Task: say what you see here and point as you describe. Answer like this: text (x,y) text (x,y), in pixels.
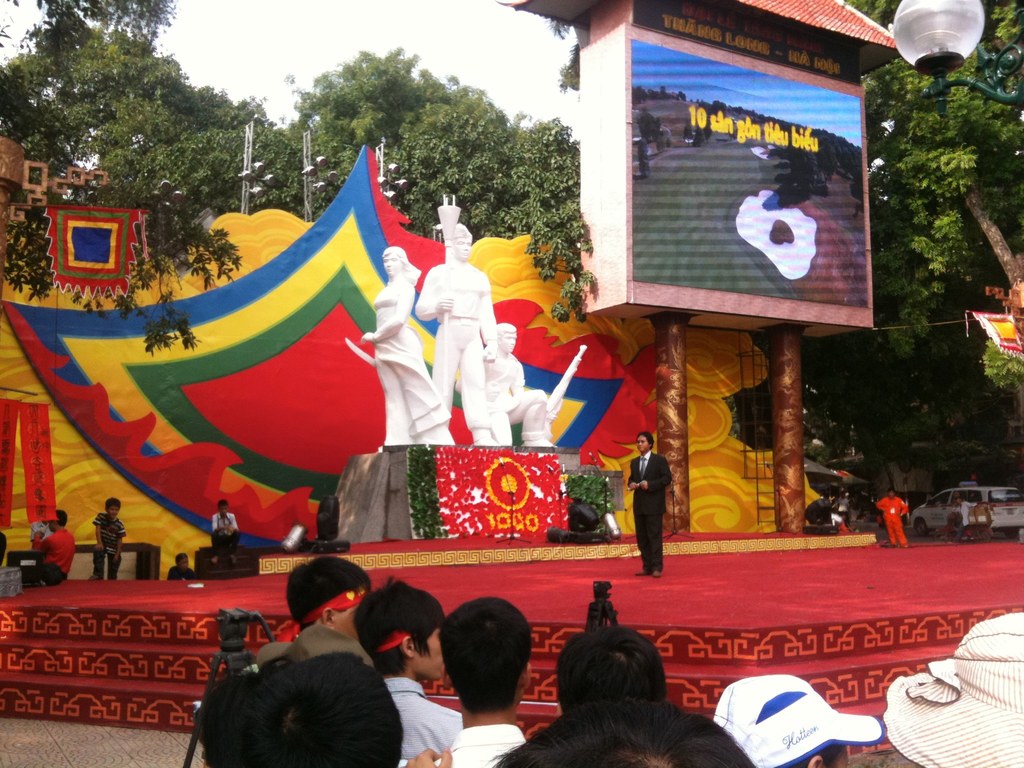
In this image we can see a person (652,457) is standing on the stage (729,580). Behind white color statues (440,372) are there and colorful background (107,356) is present. Background of the image (958,136) trees (877,128) are present. Bottom of the image (654,708) people (660,694) are there. Right side of the stage (889,580), one board (699,284) with two pillars (676,401) are there. Right top of the image (896,29) one light (950,21) is present.
